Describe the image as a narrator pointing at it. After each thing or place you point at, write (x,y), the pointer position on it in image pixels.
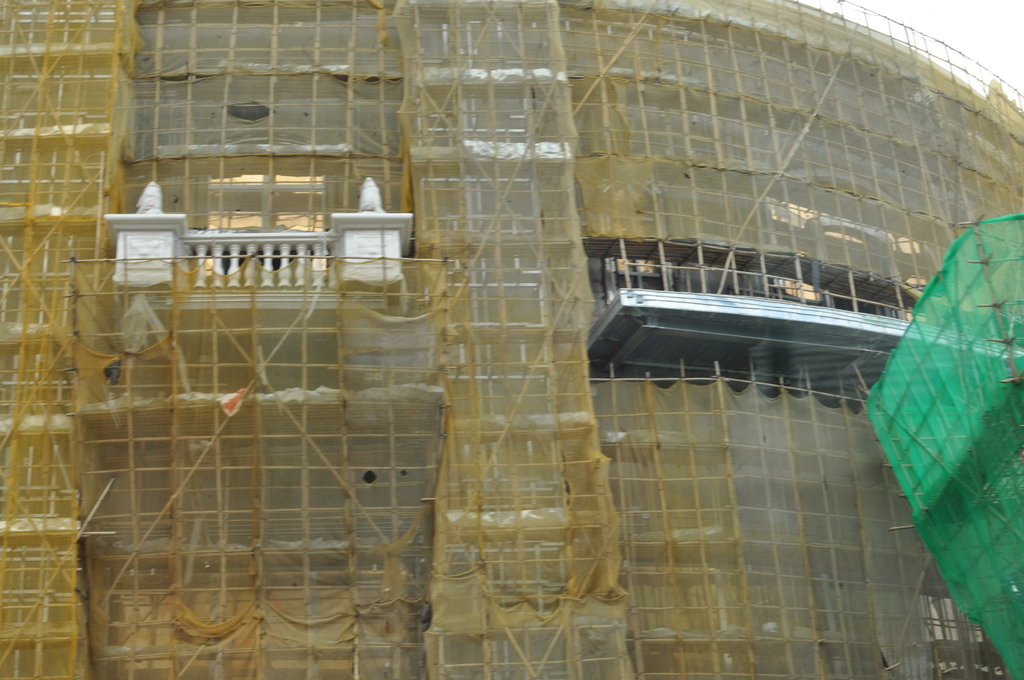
In the image we can see a construction (307,80) of a building (585,83). Top right side of the image (1014,68) there is sky (1014,68).
